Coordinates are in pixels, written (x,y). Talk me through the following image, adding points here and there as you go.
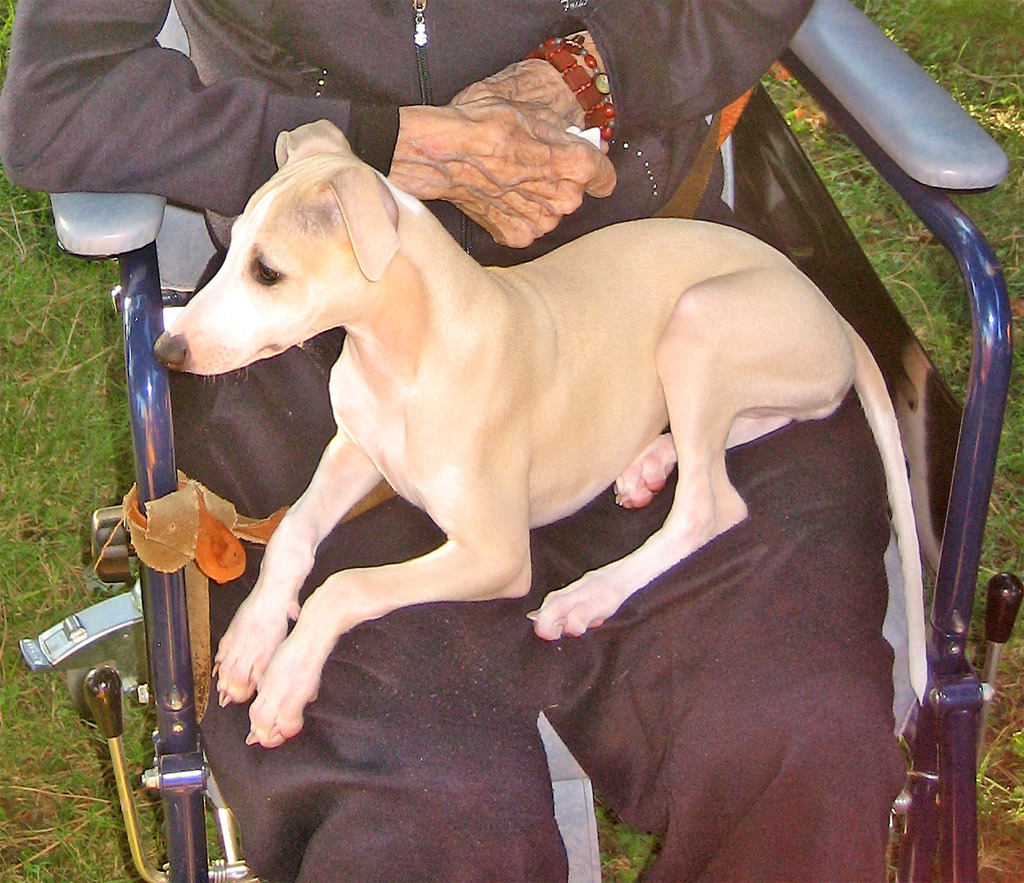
In this image we can see a dog (488,375) on a person (304,440) sitting in a chair (122,267).
